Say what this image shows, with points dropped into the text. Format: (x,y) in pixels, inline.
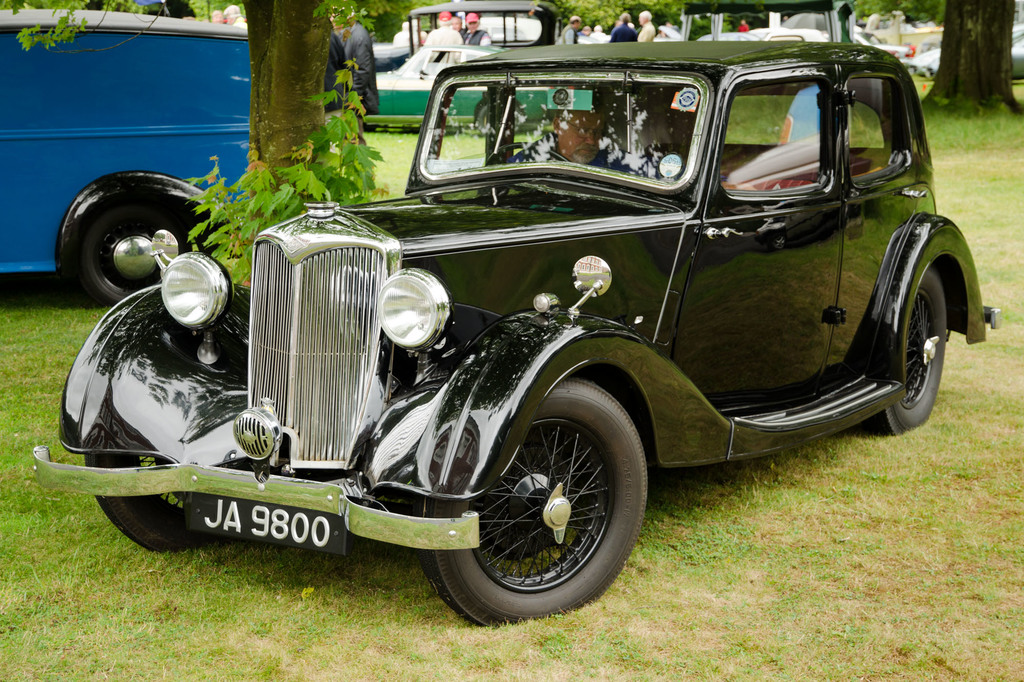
In this picture I can see some vehicles (437,231) are on the grass (710,473), around we can see few people (370,104) and also we can see some trees (356,104).
